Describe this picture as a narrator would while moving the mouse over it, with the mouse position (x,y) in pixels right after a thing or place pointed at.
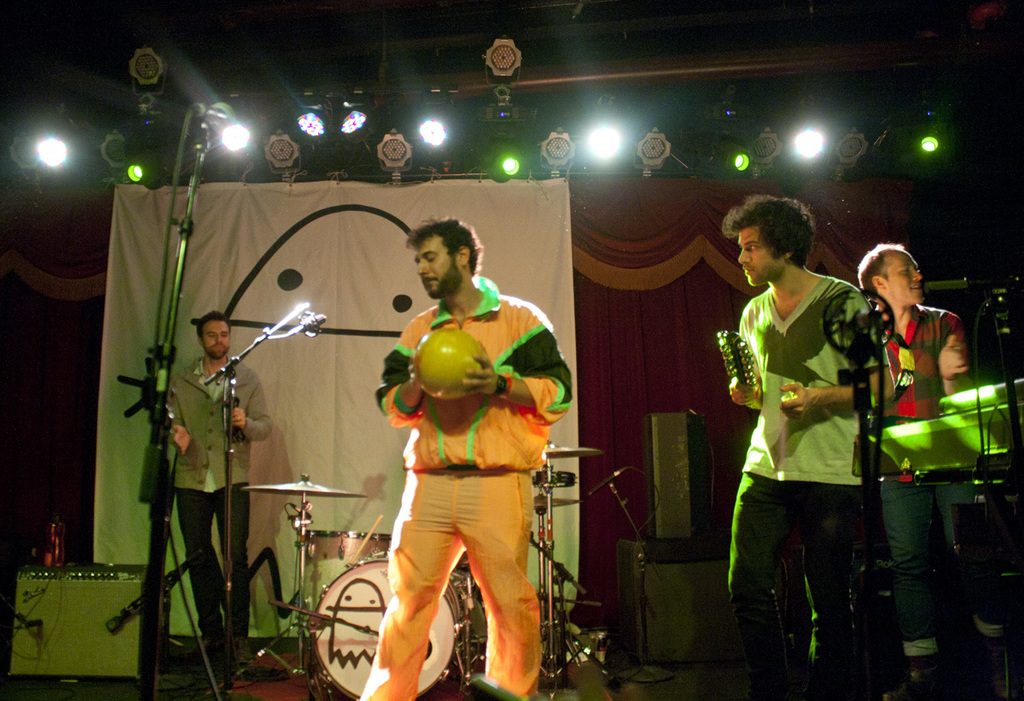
This picture is looking like a picture of a band (487,316) I can see at the top of the picture (42,152) some lights (42,139) are present and I can see some musical instruments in the picture and I can see four people (226,324) are standing in this picture one, two, three, four and one person (474,237) who is standing in the center of the picture (439,334) is holding a ball (473,361).
